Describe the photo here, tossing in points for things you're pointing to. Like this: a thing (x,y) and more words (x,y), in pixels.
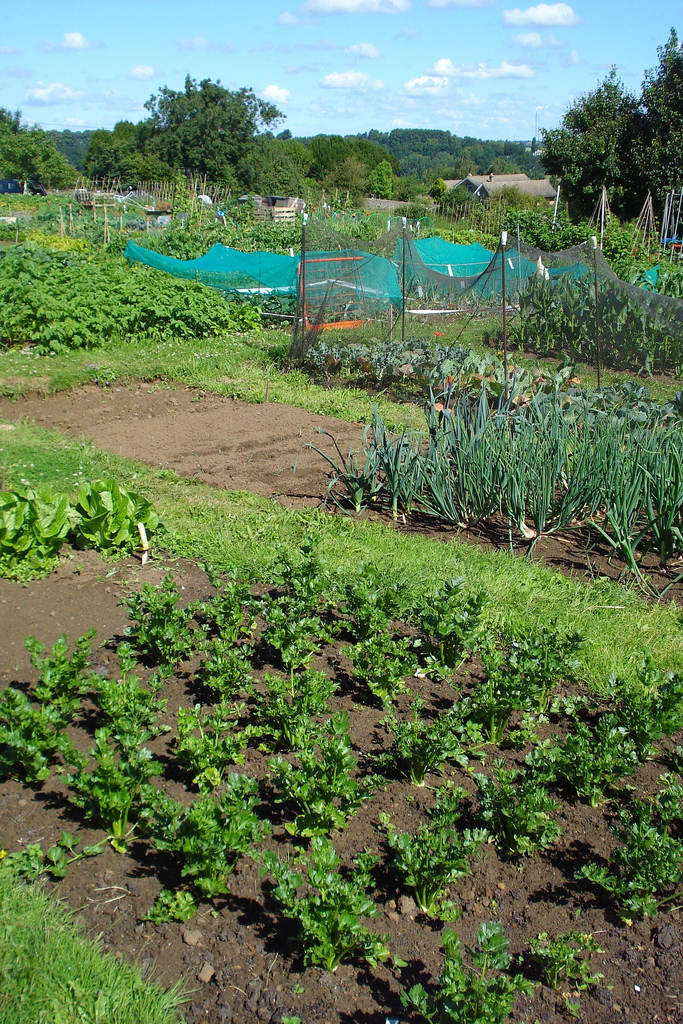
In this picture we can see plants (209,610) on the ground (98,349), fencing net (469,293), cloth (372,293), poles (664,228), houses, trees (390,178), some objects (137,204) and in the background (538,49) we can see the sky (311,99) with clouds (531,42).
